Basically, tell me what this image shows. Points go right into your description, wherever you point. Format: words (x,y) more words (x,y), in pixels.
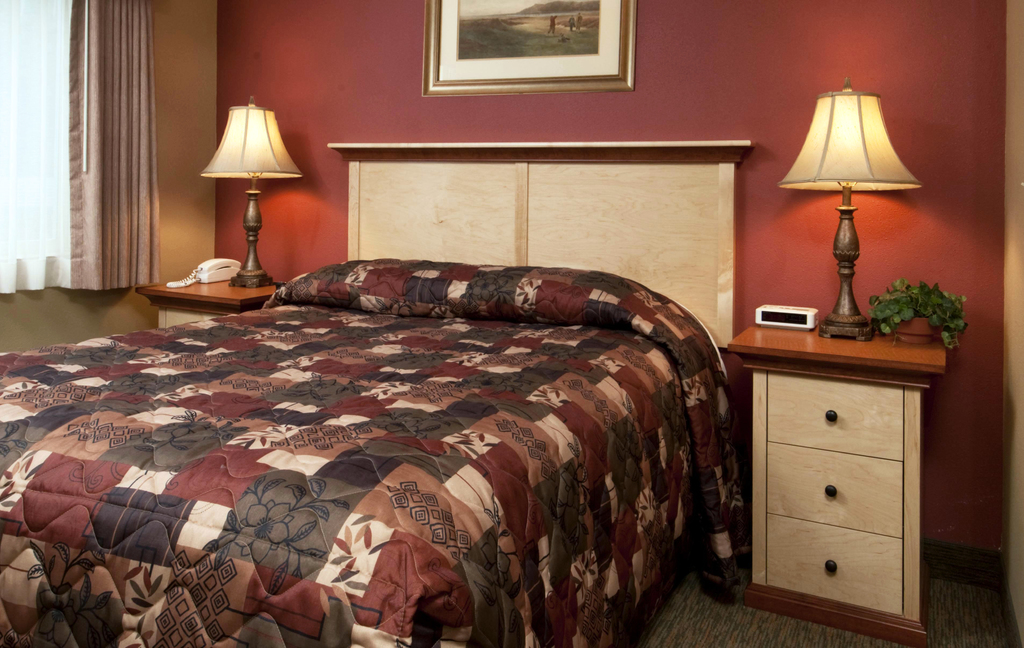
In this picture I can see a bed (494,303) with a blanket (542,316), there are table drawers (258,300), lamps (243,275), landline telephone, a plant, there is a curtain (141,247), and in the background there is a frame (557,56) attached to the wall (352,127).
